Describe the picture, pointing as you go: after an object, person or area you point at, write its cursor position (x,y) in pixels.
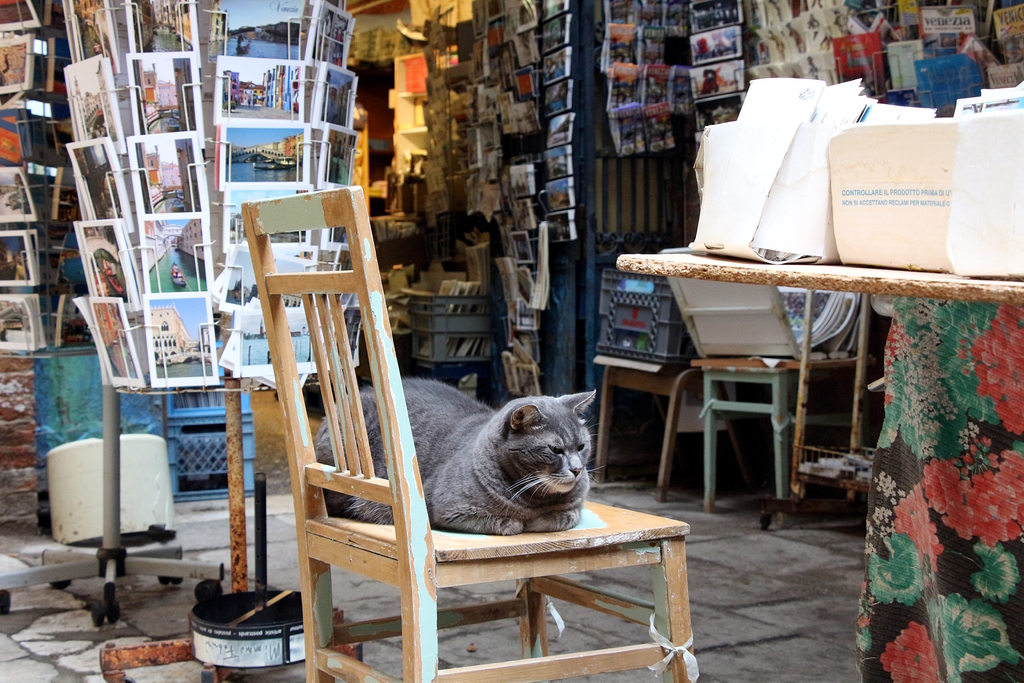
This image is taken outside a shop (643,392). In the middle of the image (361,230) there is a chair (391,682) and a cat (448,502) on it. In the right side of the image (913,458) there is a table (657,262) and there were few things (878,182) on it. At the background (289,489) there is a wall (6,373) and there were many stands (229,101) with a pictures (150,188) on them. At the bottom of the image (338,567) there is a floor (186,679).
